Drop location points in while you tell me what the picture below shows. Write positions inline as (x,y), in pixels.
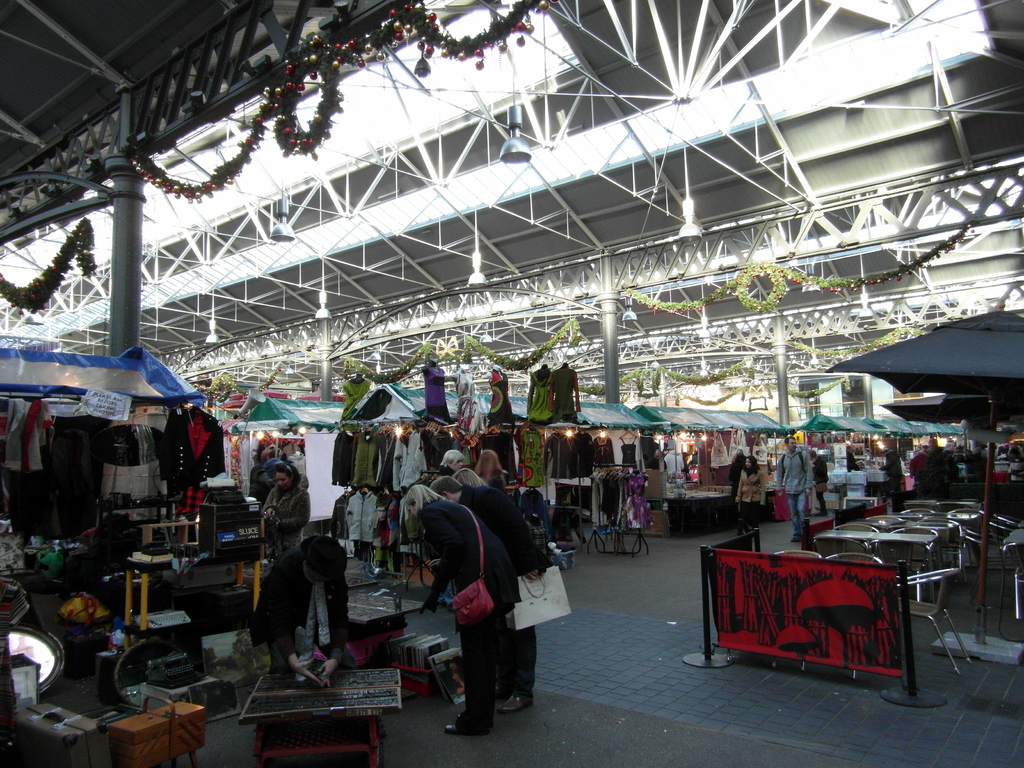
In this image I can see group of people (888,494), some are walking and some are standing. I can also see few clothes (43,486) in multi color, few sheds (830,433) and lights (398,426) and I can also see few poles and few decorative items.
